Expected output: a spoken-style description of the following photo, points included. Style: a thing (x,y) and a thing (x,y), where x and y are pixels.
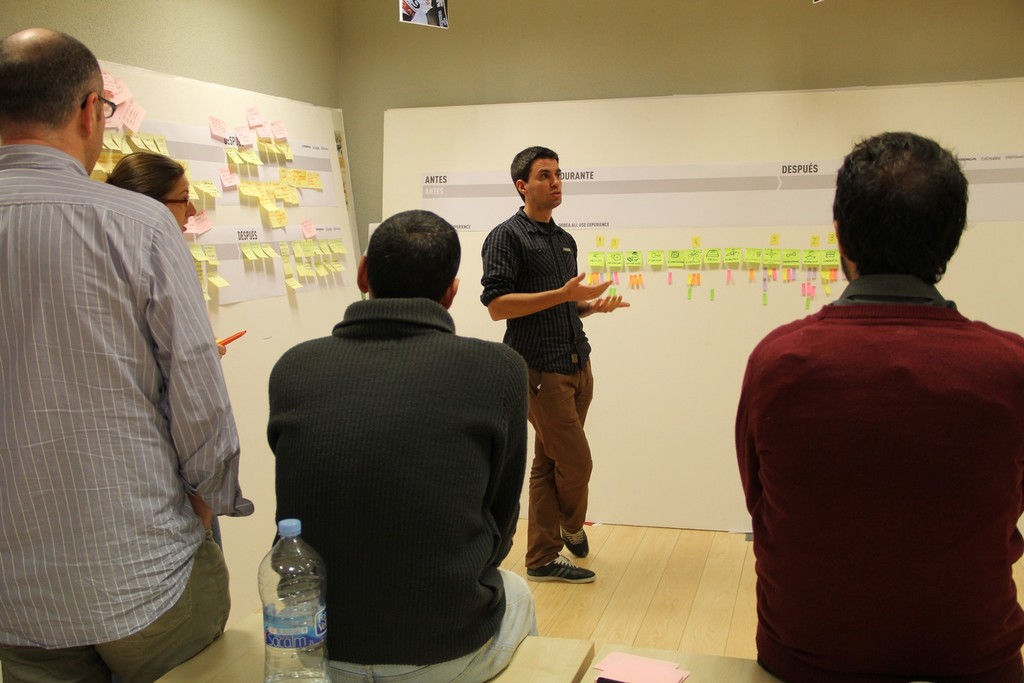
In the image we can see there are people (444,392) who are standing and sitting on the table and on table (525,679) there is a water bottle (296,658).
